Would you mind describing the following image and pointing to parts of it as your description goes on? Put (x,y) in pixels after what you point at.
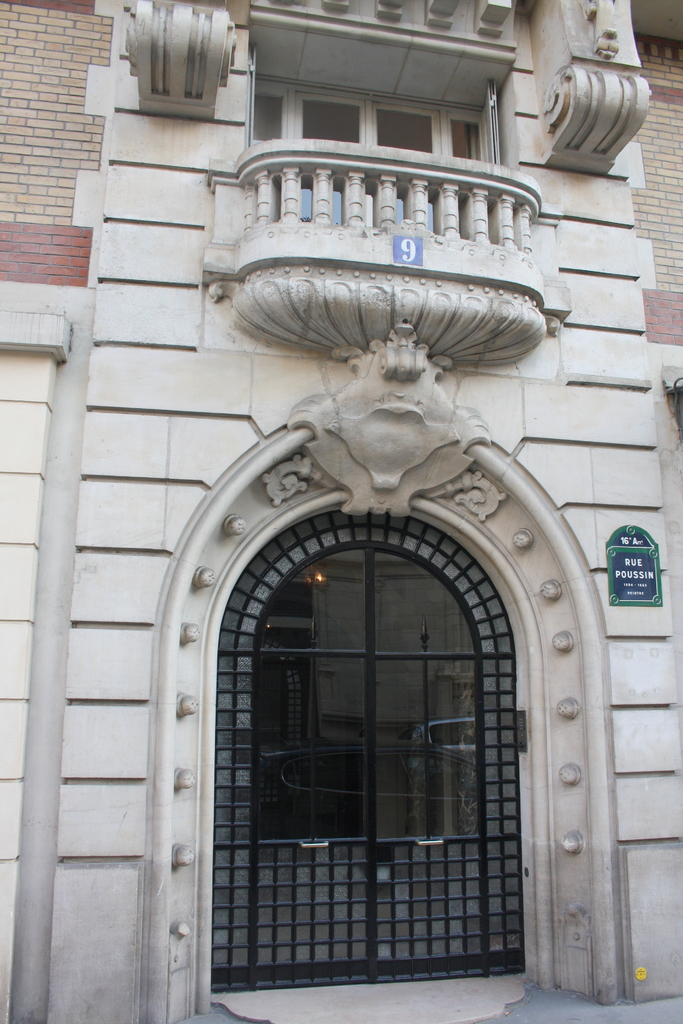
Picture of a building (647,483). To this building (642,763) there is a door (336,889), brick walls (28,142) and windows (428,124). Board (624,540) is on the wall (648,511).
